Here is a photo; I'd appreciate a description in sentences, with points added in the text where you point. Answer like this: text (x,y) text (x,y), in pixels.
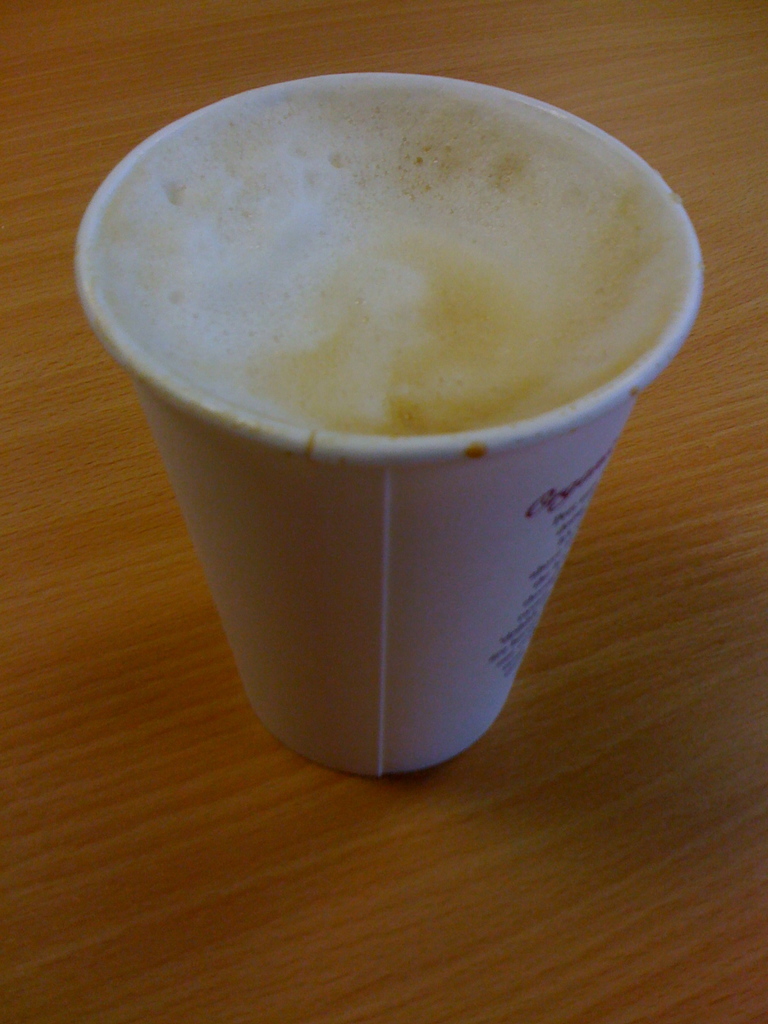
In this image we can see a cup (376,534) on a wooden surface (689,29). Inside the cup (300,218) we can see foam (322,261).
